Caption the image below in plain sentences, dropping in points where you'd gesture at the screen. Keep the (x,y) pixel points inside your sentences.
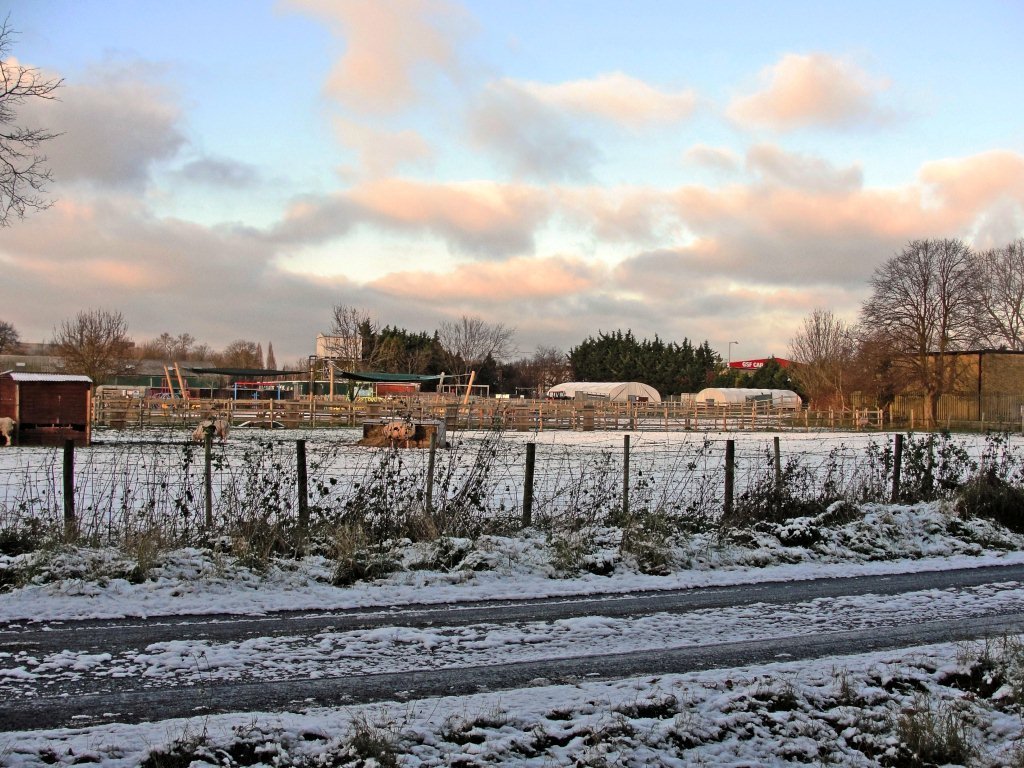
In the picture there is a large area (442,480) covered with snow (442,480) and there are few plants (916,488) in between the snow surface (229,471). In the background (135,359) there are many trees (124,358) and on the right side (1012,362) there is a house (977,366).
